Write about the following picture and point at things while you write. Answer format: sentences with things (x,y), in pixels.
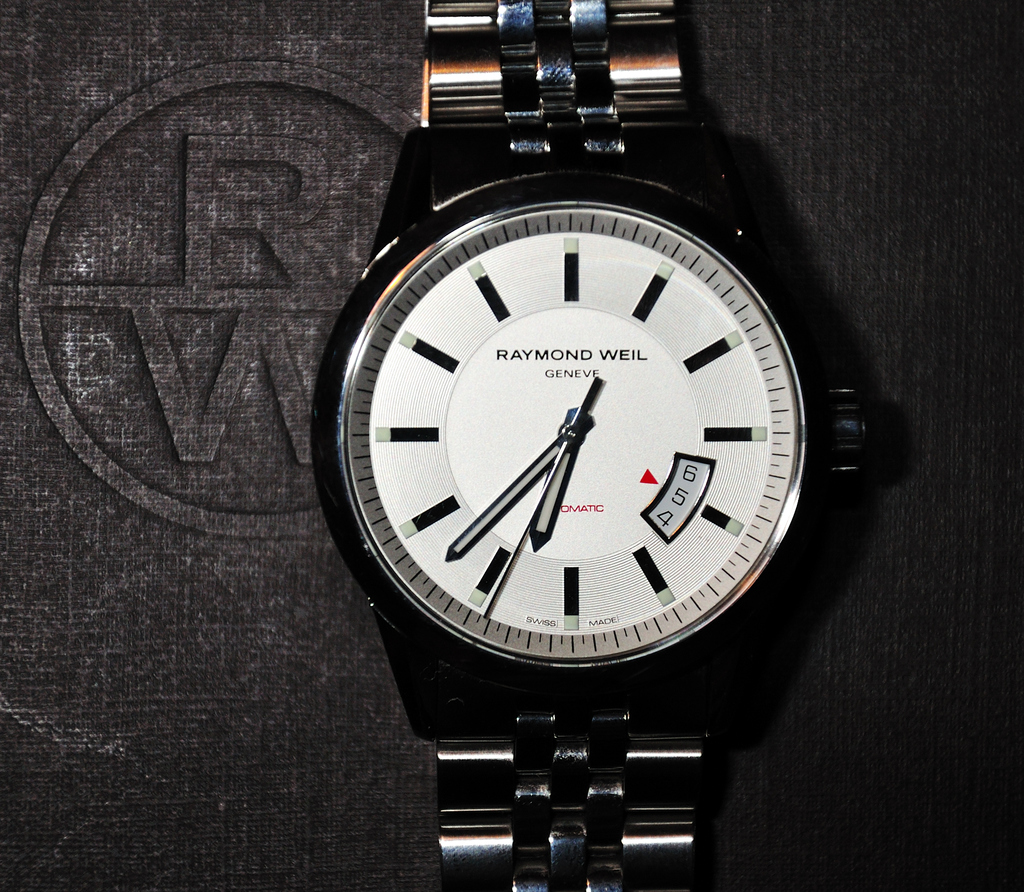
There is a watch (570,577) which has Raymond weil written on it.
